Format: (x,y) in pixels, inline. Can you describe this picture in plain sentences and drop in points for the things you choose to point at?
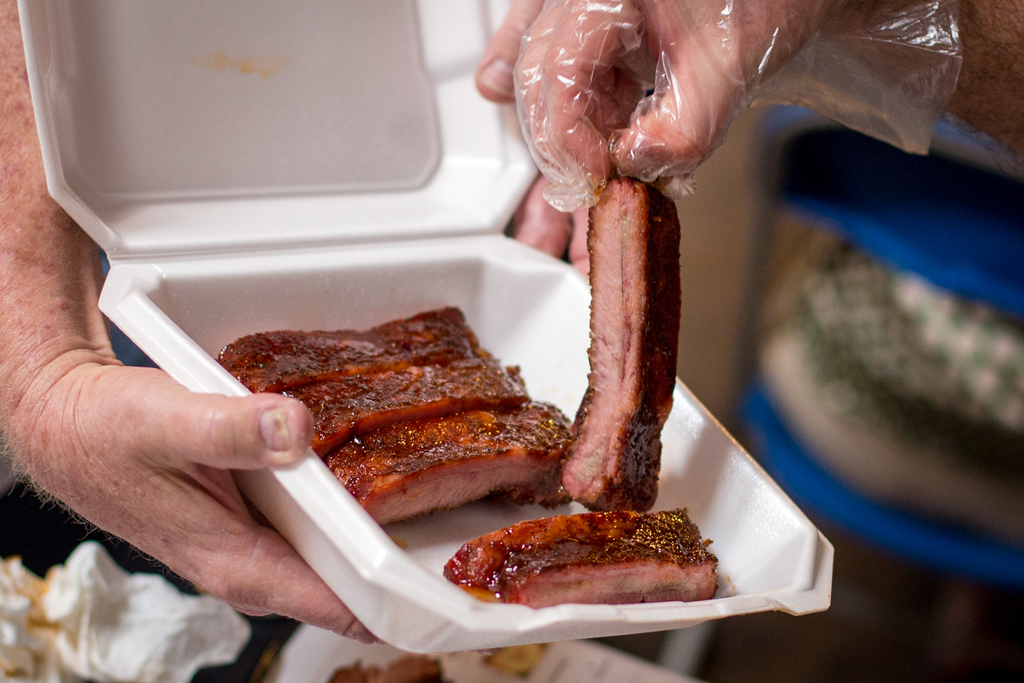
In this image there a person (198,414) holding box (283,242) with his hands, in that box (200,289) there is a food item (516,439), in the top right (730,30) there is a hand (680,39) holding food item (616,230), in the background (933,355) it is blurred.
